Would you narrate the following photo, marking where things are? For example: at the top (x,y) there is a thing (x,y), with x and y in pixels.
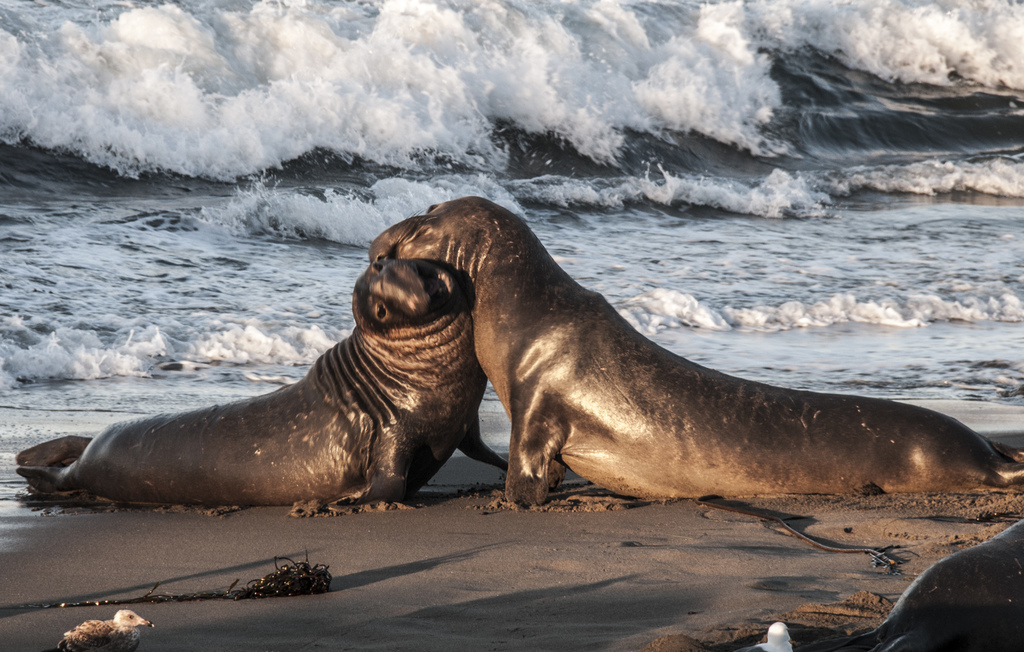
In this image I can see three seals (567,421) on the beach (453,462). In the background (708,179) I can see water (686,215). This image is taken may be near the ocean (346,324) during a day.
